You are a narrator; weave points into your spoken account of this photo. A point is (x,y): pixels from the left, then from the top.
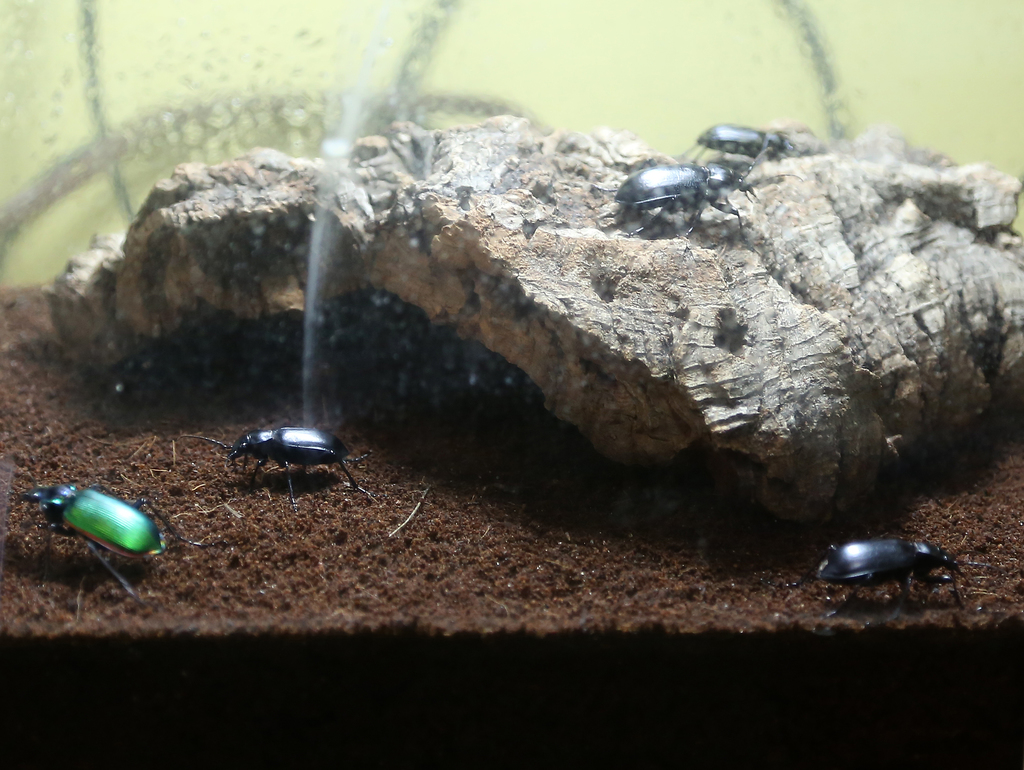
In this image I can see the ground (456,533) which is brown in color and few insects (288,454) which are black and green in color on the ground (220,519). I can see a wooden object (573,301) and two black colored insects (713,181) on it. I can see the cream colored background (590,66).
